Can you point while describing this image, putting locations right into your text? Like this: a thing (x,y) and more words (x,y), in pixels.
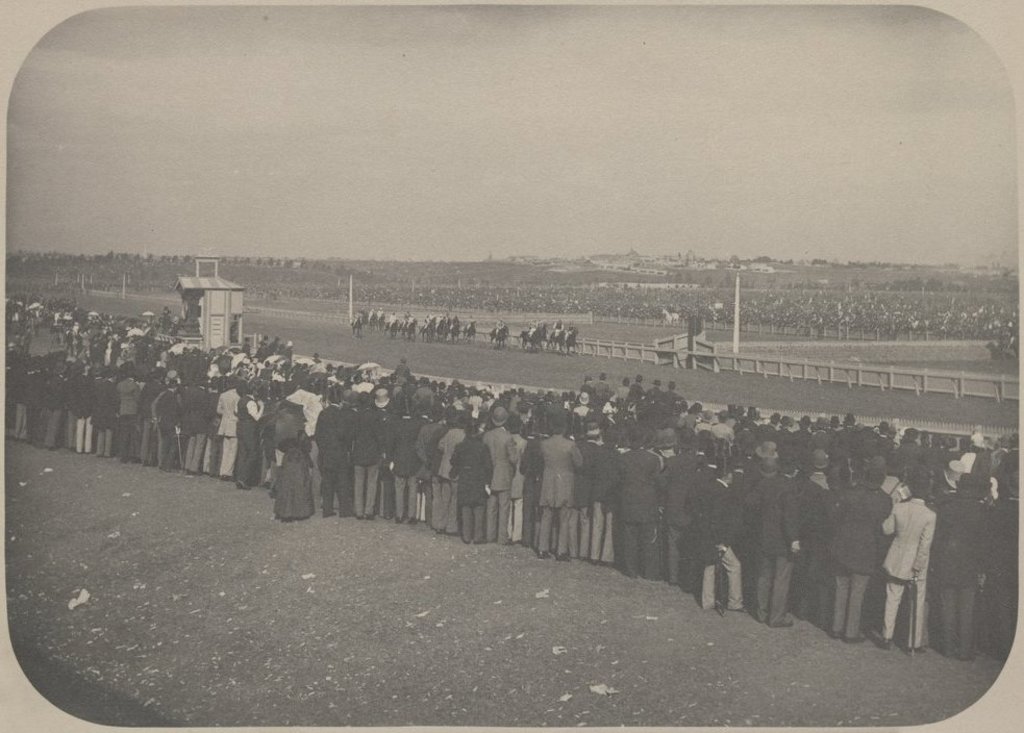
In this image we can see a photo frame (746,478). And this is a black and white image. And we can see many people (142,320). Also there are horses (524,328). And there are poles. In the background (421,96) there is sky (259,100).
